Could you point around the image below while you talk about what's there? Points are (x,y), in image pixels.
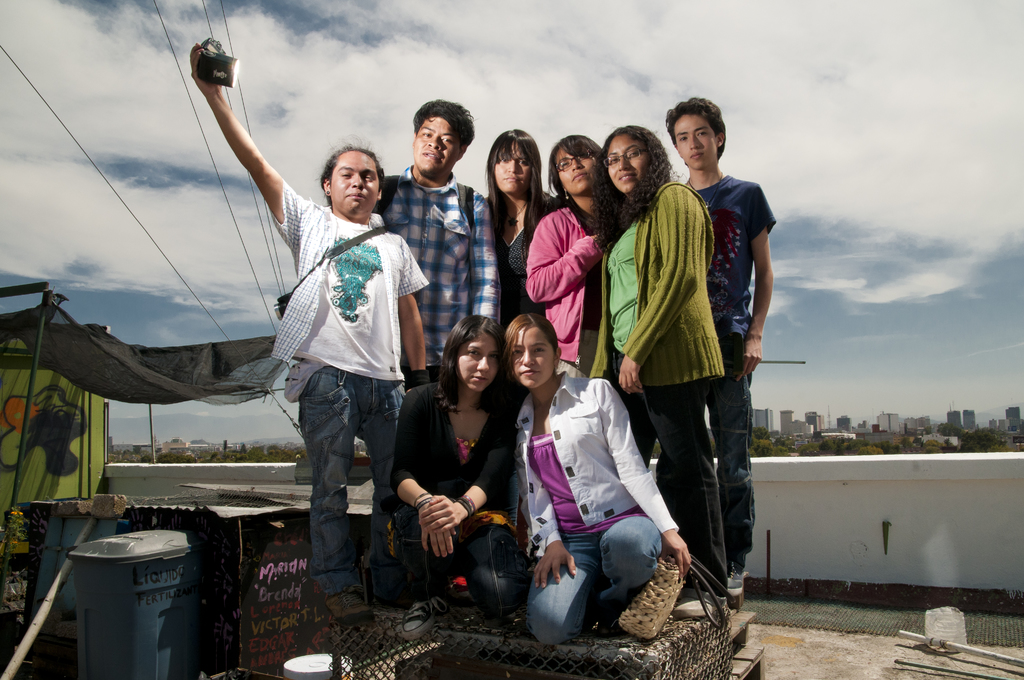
This is an outside view. Here I can see few people (597,446) giving pose for the picture. Two women (477,471) are sitting on the knees (587,609) and remaining are standing on a metal object (572,654). On the left side (135,575) there is a dustbin (98,606), tent (187,366) and some other objects (93,523) are placed. At the back of these people (735,529) there is a wall (816,503). In the background (800,443) there are many trees (957,430) and buildings (825,425). At the top of the image (878,159) I can see the sky (870,264) and clouds (878,157). The person (370,341) who is on the left side (330,235) is holding an object (206,72) in the hand (214,97).
